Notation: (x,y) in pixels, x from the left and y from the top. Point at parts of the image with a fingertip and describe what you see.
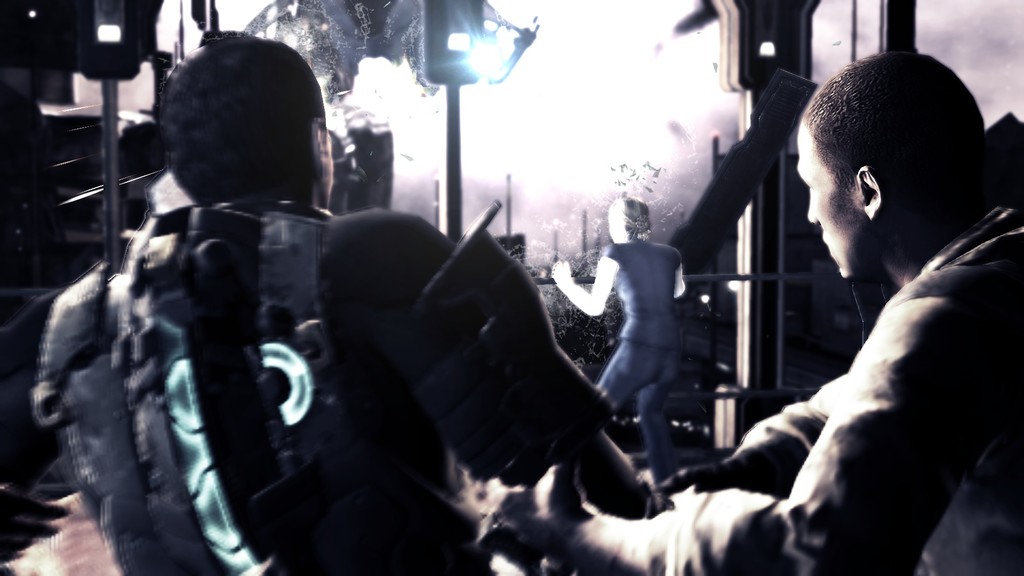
This picture seems to be an edited image. In the foreground (460,424) we can see the two persons (470,419) and some other objects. In the background (535,85) we can see the light (507,93), metal rods (712,282) and another person (641,280) seems to be standing and we can see many other objects (721,221).
